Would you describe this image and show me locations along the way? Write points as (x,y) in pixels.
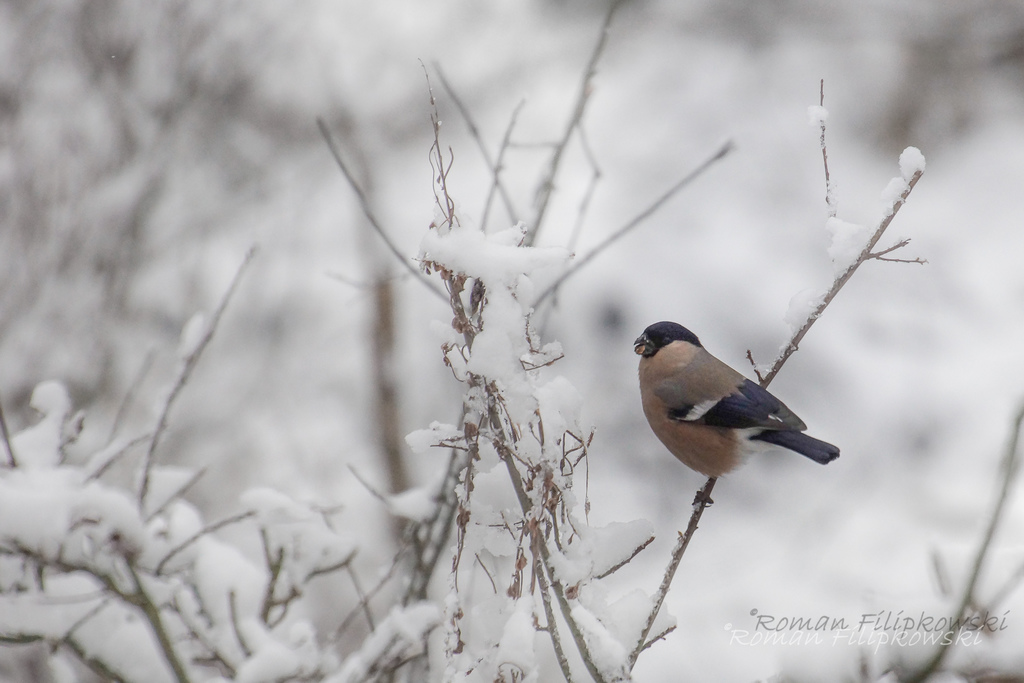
In this image I can see the bird (681,403) in brown and black color and I can also see few plants (187,557) covered with snow (98,488) and I can see the white color background (557,51).
